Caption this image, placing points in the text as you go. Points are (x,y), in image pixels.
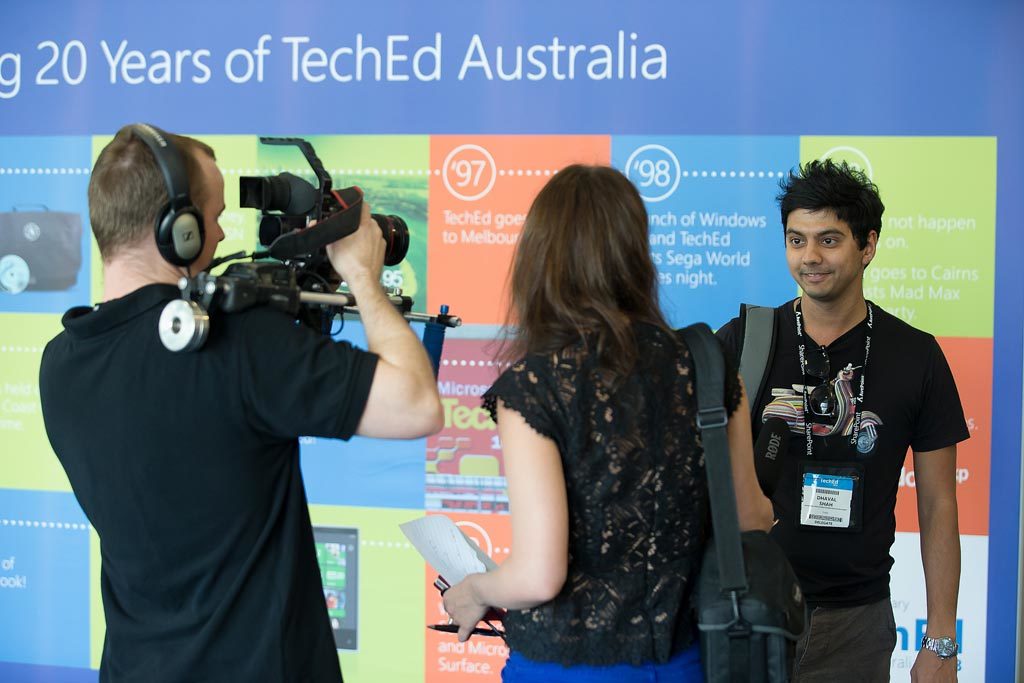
In this picture there is a man (127,481) standing and holding the camera (286,140) and there is a woman (674,632) standing and holding the paper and there is a man (866,487) standing and smiling. At the back (712,110) there is a board (626,122) and there is text (669,276) on the board (697,142).
